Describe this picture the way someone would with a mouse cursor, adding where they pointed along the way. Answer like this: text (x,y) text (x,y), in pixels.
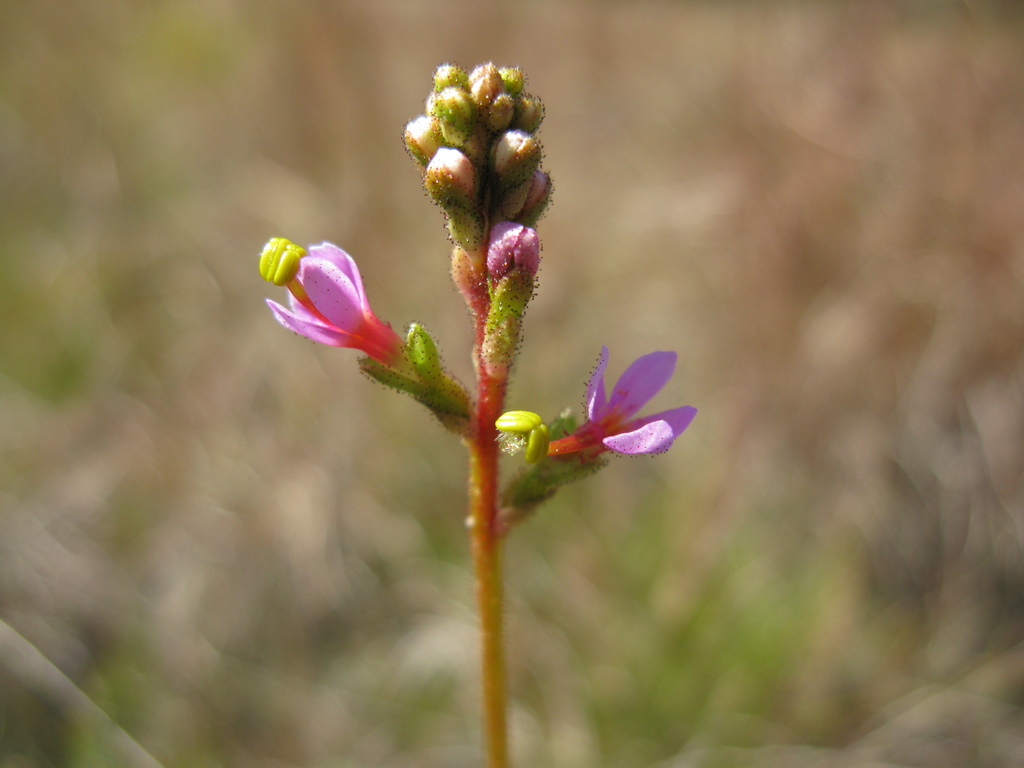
In this image in the foreground (504,302) there are flowers (602,425) and stem (485,428), and the background (922,671) is blurred.
